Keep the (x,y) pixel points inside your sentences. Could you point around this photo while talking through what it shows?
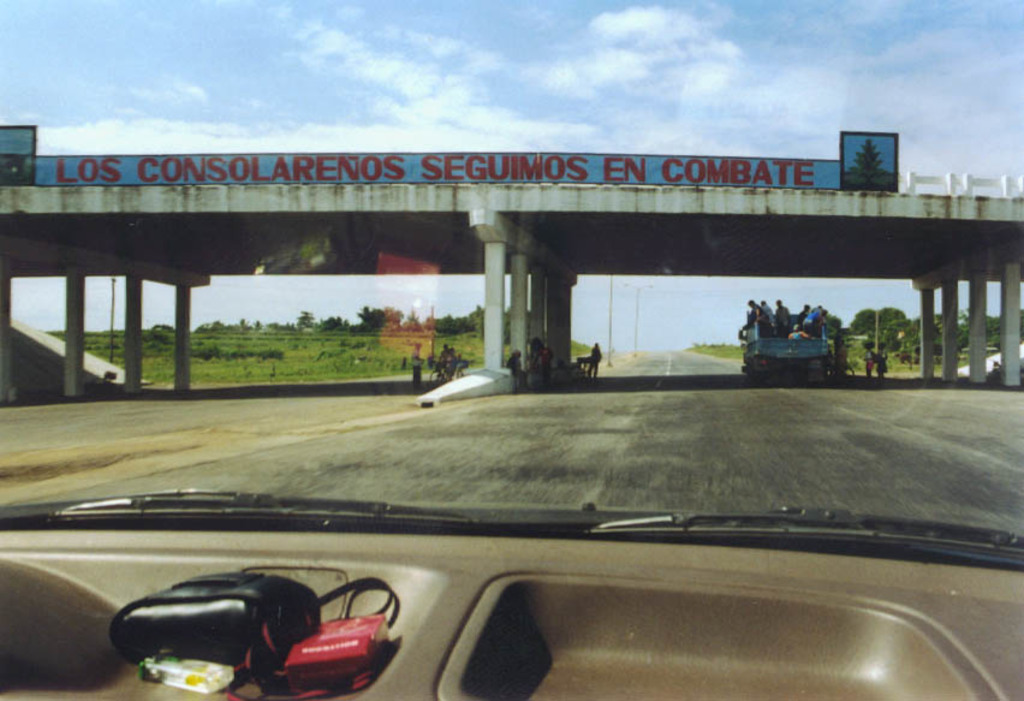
In this picture we can see group of person (771,331) standing on the truck (793,348) which is under the bridge (930,298). Here we can see group of person (517,361) sitting near to the pillars (500,361). Here we can see a man (446,354) who is riding a bicycle (439,380). In the background (621,372) we can see road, street lights (637,319), trees (370,324), plants (368,340) and grass (368,355). At the top (669,40) we can see sky (506,44) and clouds (460,44). On the bottom (429,675) we can see car's dashboard (405,688).
